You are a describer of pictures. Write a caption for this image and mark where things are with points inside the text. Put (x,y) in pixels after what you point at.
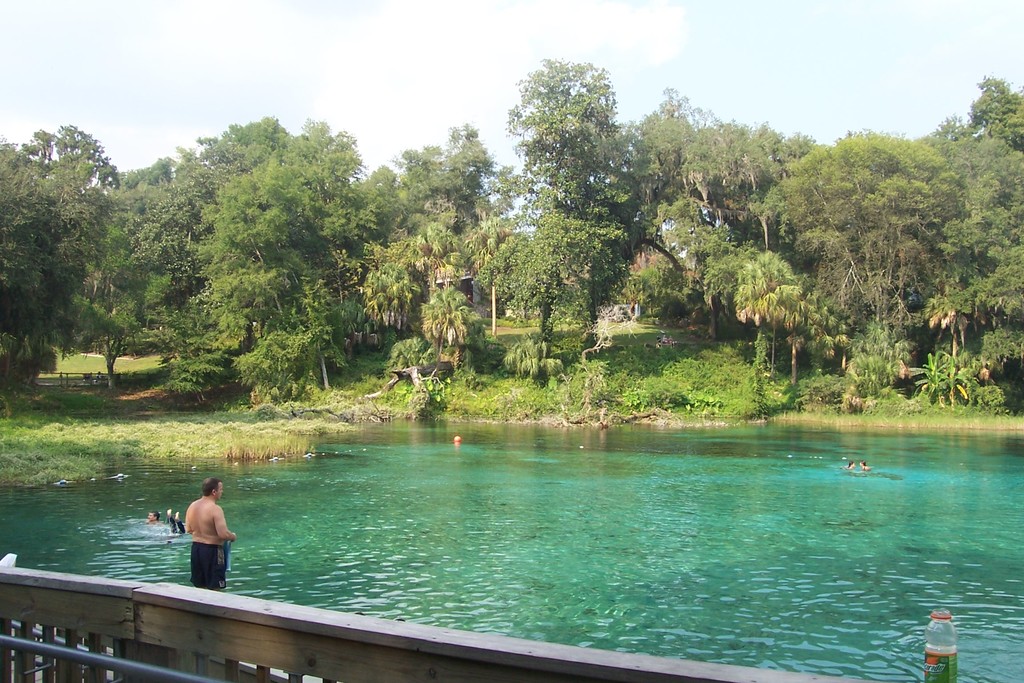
In this image we can see many trees (543,309) and plants (571,366). There is a grassy land (74,370) in the image. There is a bench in the image. There is a wooden object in the image. There are few people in the water (878,635). A person (220,544) is standing in the image. There is a bottle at the right side of the image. We can see the clouds (601,52) in the sky (694,53).
